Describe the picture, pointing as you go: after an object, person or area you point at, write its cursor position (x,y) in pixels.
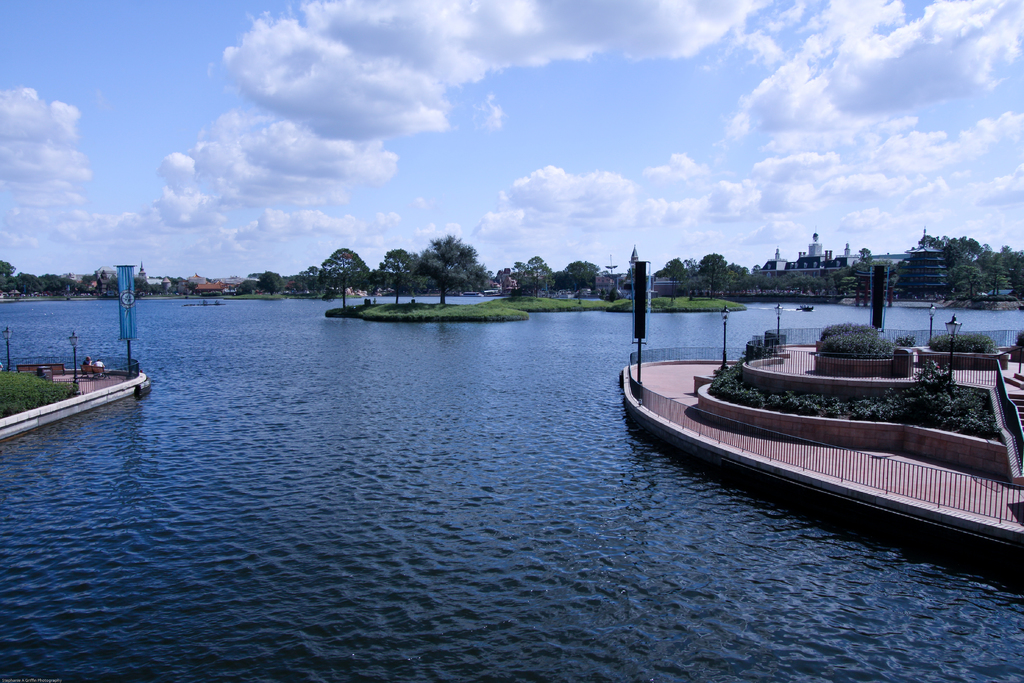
On the left side (17,401), there are plants (25,379), lights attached to the poles (76,337), a banner (130,339) attached to the pole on the platform (116,378). On the right side (964,401), there are plants (871,334), lights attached to the poles (726,367), banner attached to the pole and there are fencing (719,416) on the platform (666,391). Between these two platforms (63,402), there is water (306,407). In the background (593,254), there are trees (565,276) and grass (681,299) on the ground (406,307), there are buildings (777,249) and there are clouds (317,108) in the blue sky (186,130).
